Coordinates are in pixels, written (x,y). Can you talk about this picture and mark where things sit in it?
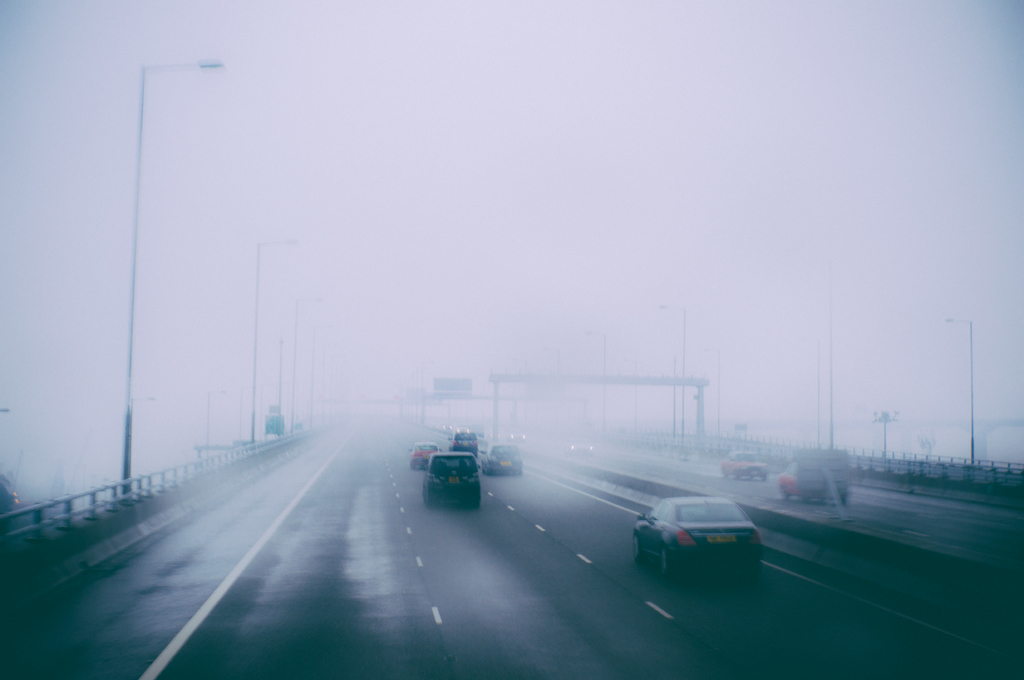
In the center of the image (426,447) there are vehicles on the road (549,550). There are light poles (171,66). In the background of the image (346,271) there is fog (303,275).
